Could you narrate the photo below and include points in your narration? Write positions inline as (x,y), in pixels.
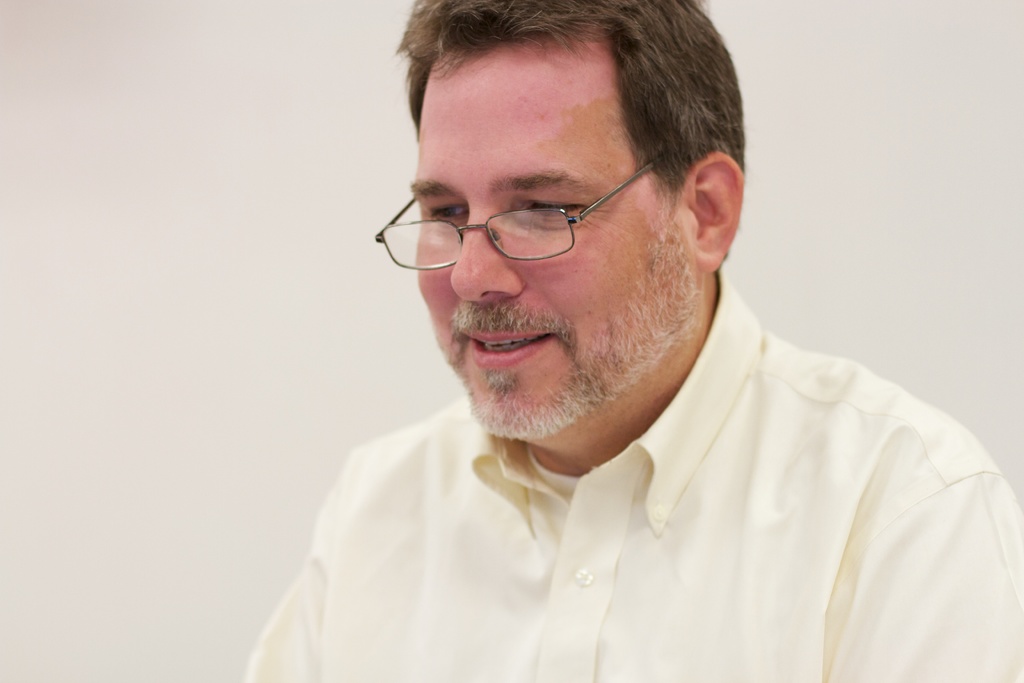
There is a person (847,532) wearing a shirt (752,354) and spectacles (499,224). There is a white background (77,282).
